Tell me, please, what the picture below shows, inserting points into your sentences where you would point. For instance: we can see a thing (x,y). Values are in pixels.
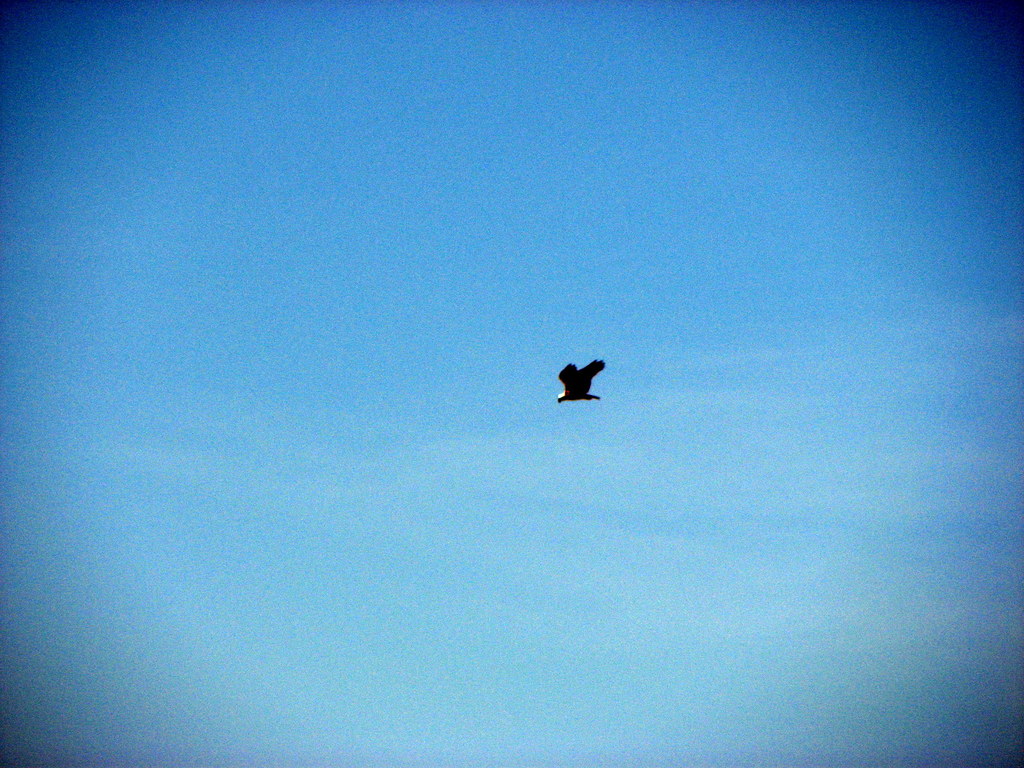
In this image, we can see a bird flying in the air (588,311) and we can see the blue sky (477,390).
